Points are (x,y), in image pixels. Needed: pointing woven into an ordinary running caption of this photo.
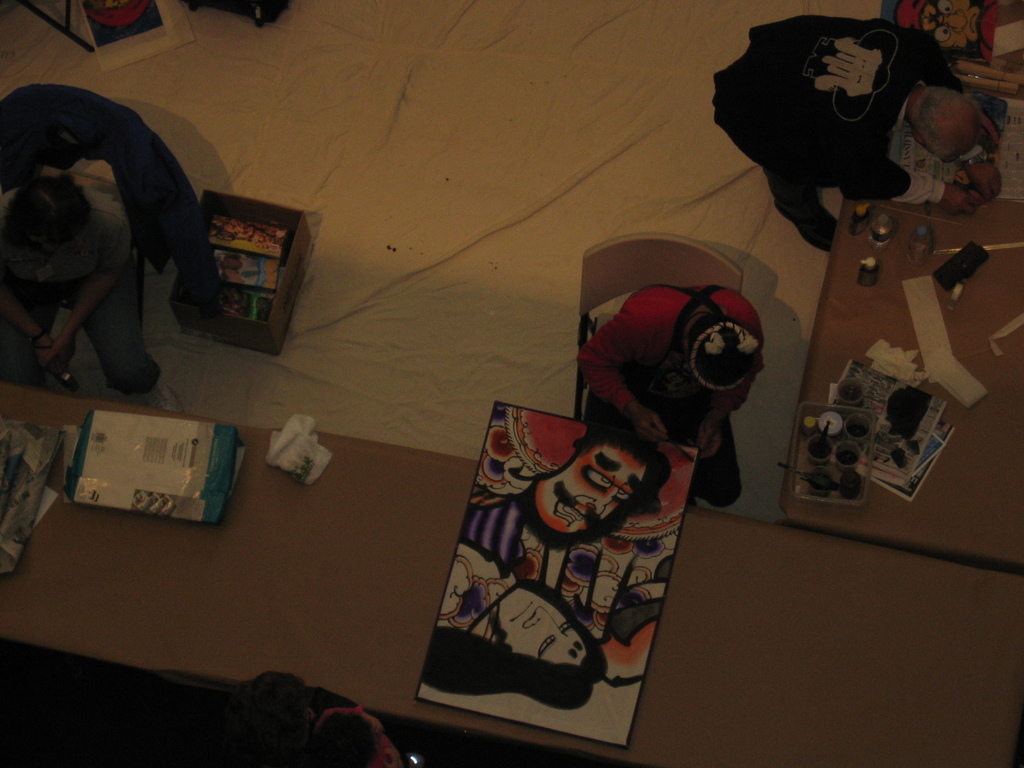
In this picture we can see two persons (61,350) sitting on chairs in front of a table (714,577), on the right side (894,99) there is a person (873,117) standing, this person (674,393) is painting on a board (564,536), there is a cardboard box (286,302) where, we can see some papers (937,377) present on the table (944,313).
